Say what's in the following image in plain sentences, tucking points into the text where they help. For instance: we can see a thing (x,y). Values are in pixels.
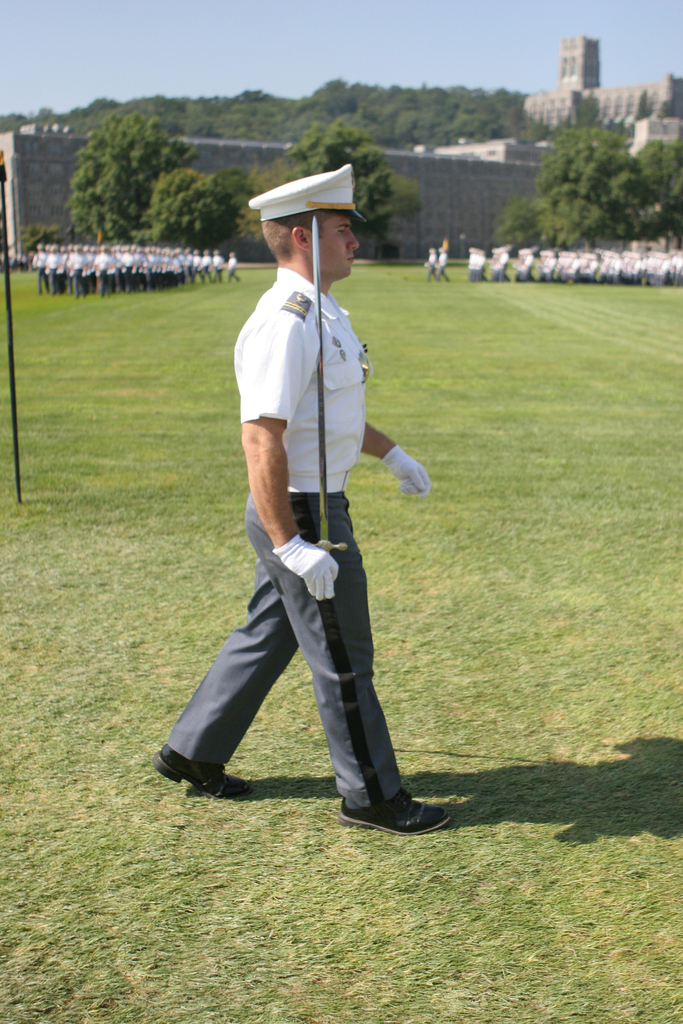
In this image there is a person (402,472) in uniform (357,608), holding a sword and walking on the grass (384,600), behind him there are few people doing parade, there are few trees (296,178), buildings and a pole (14,423).
